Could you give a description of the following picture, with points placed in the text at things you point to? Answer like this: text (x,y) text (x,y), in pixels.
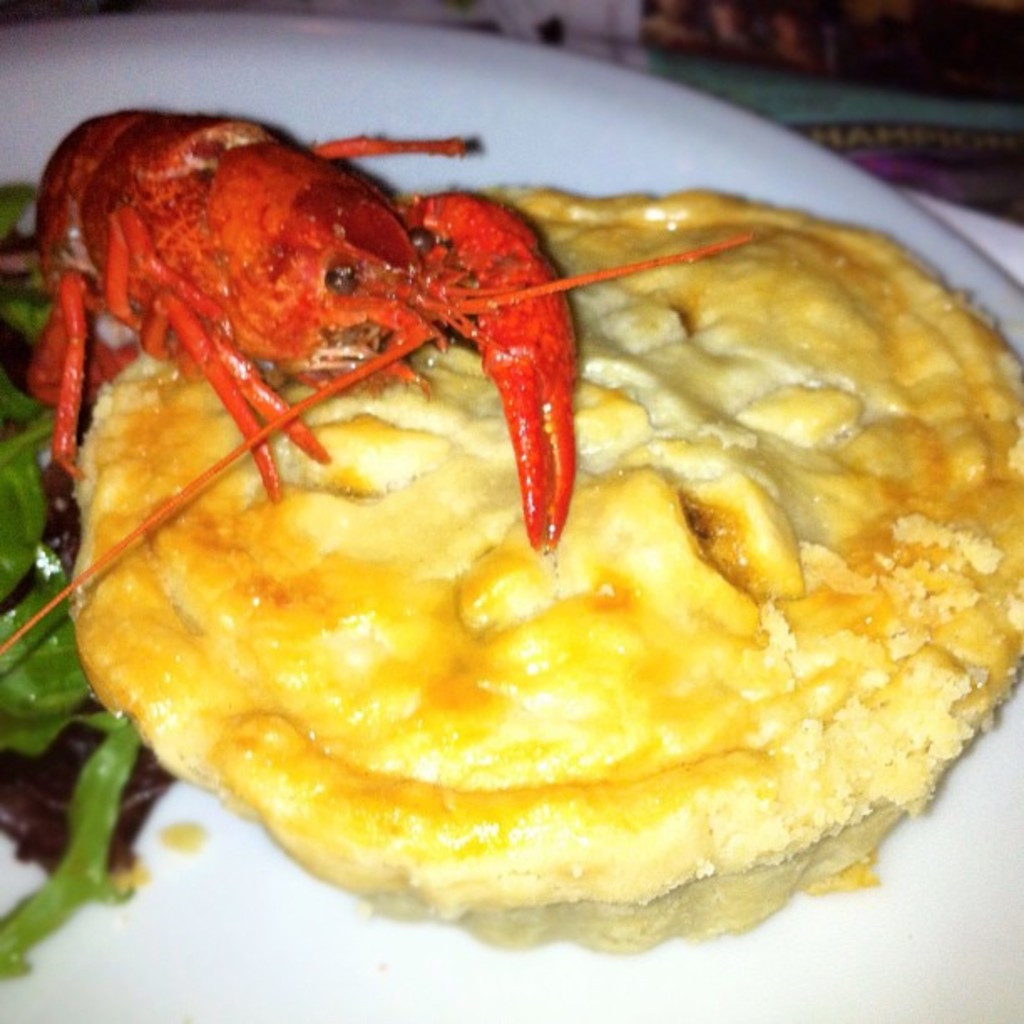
In this image I can see a plate (427,102) which consists of some food (515,601) and a crawfish (317,302).
